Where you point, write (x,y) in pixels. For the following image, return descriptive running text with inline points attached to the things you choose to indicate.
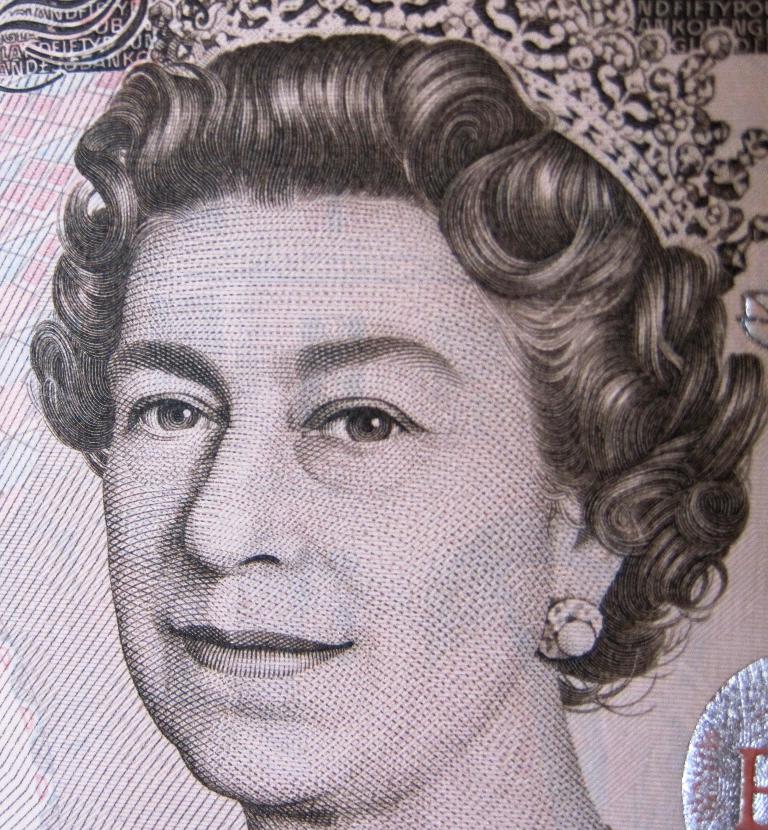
In This image there is a drawing (567,519), in the center (355,539) there is one woman (522,572).
